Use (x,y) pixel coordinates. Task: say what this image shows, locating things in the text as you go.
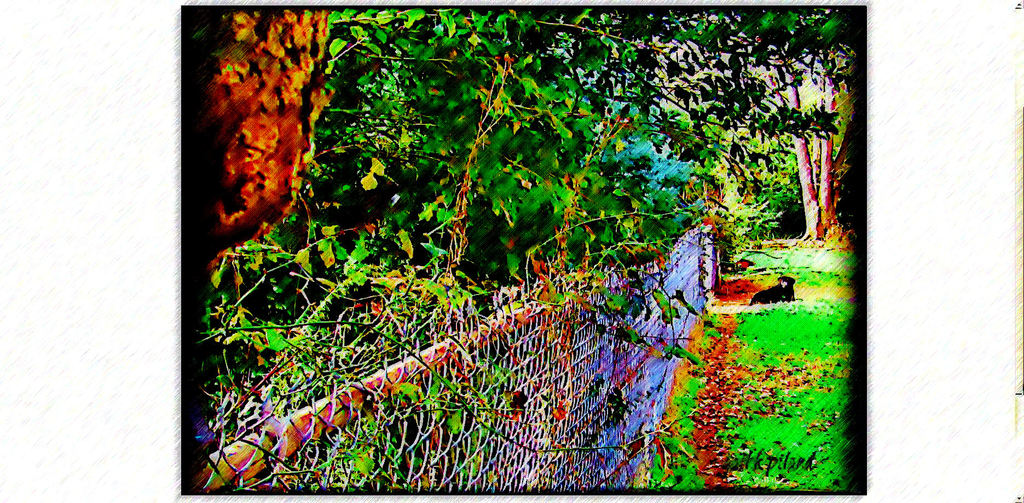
In this picture we can see fencing (542,394) in the front (602,394), on the right side (775,420) there is grass (775,420), we can see trees (605,111) in the background (742,97), it looks like a dog (777,296) in the middle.
